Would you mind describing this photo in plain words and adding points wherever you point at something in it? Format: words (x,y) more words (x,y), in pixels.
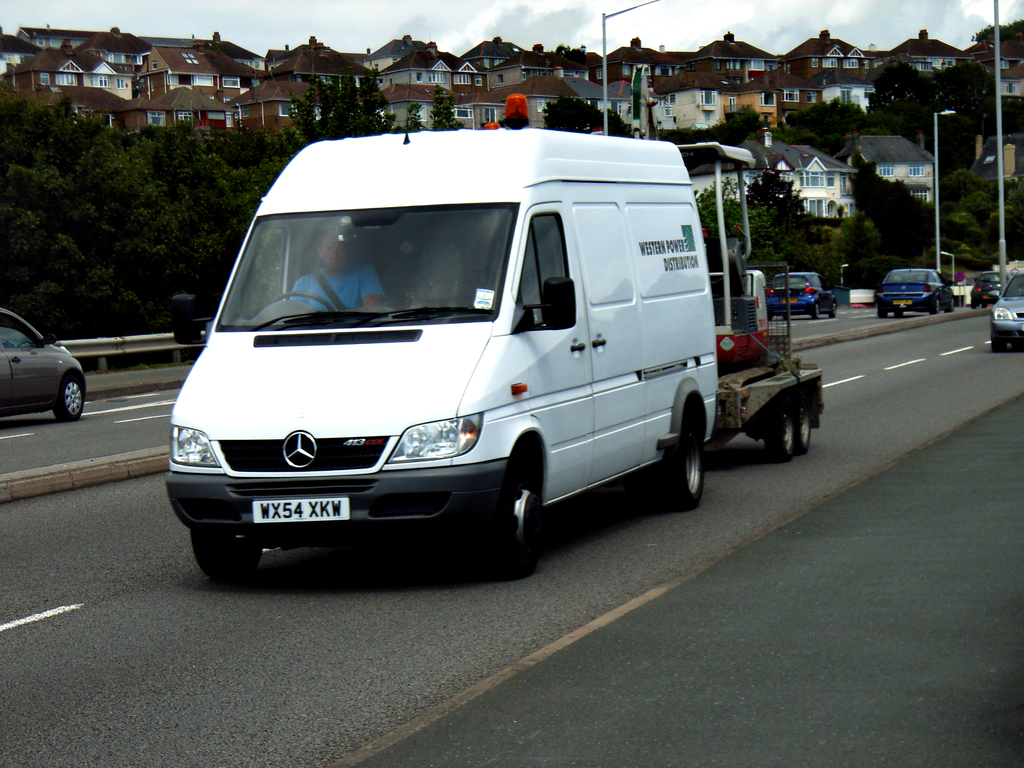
In this picture we can see few vehicles (622,400) are moving on the road (661,519), side we can see some houses (117,39) and trees (71,278).
